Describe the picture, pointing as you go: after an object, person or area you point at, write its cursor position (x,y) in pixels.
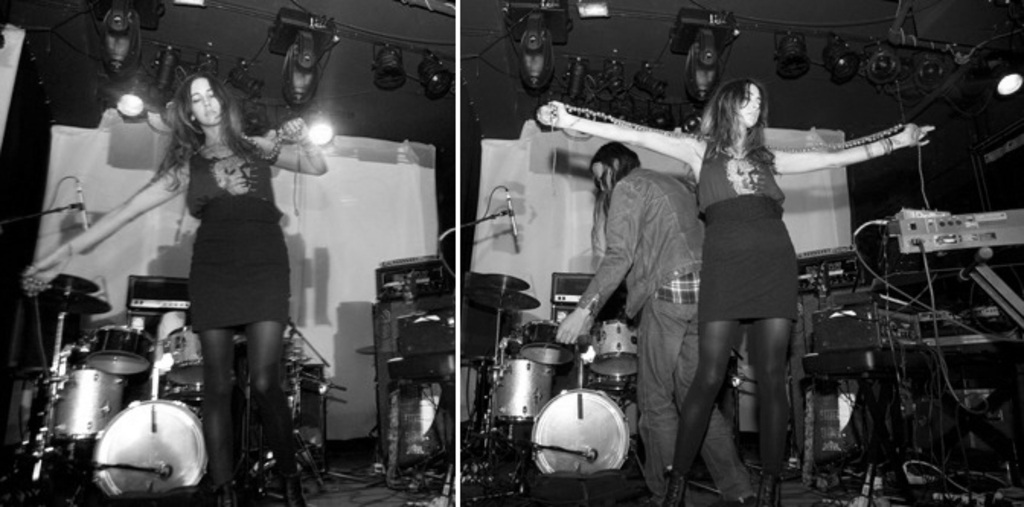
Here a woman (763,238) is standing behind her there is another woman (674,215) and there are musical instruments (485,278) at here.
